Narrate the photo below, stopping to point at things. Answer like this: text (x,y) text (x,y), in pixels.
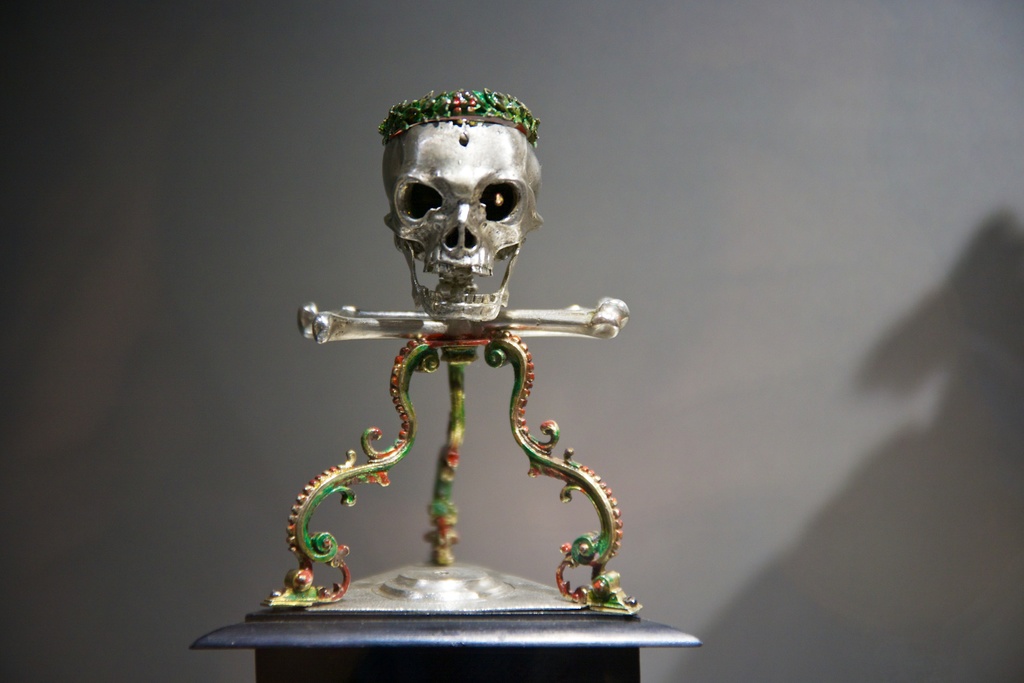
In this image there is a skull (494,242) and a bone (367,326) made up of metal (488,259) and there is a table (298,633) on that table (336,624) there is a metal (502,604), in the background (865,195) there is a wall (908,373).
